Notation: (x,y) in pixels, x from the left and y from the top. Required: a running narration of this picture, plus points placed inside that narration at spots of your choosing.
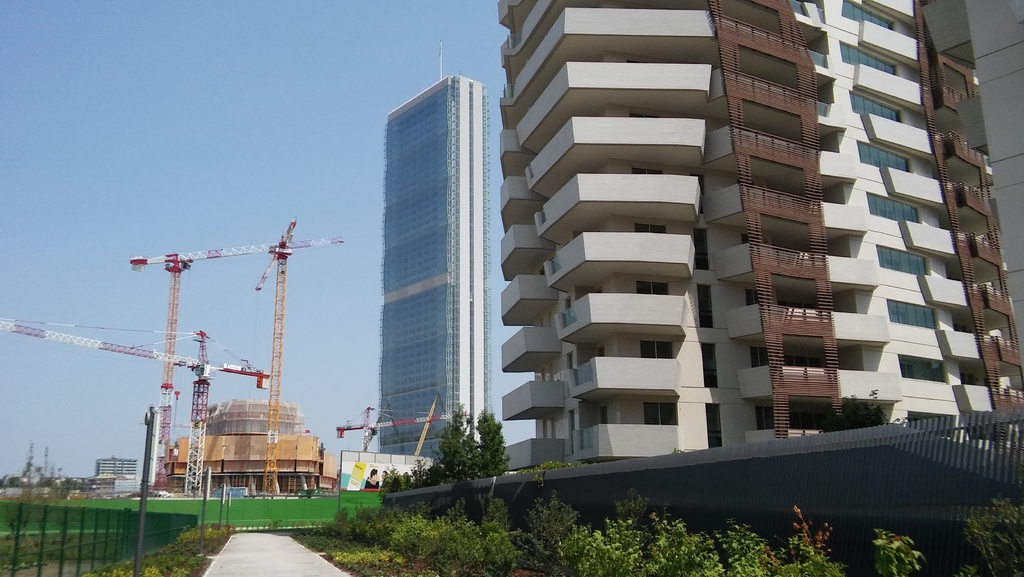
In the foreground (493,519) I can see grass (363,546), plants (481,525), trees (397,479), fence (161,522), light poles (201,530), towers (164,359), buildings (736,394) and metal rods (206,335). In the background (202,91) I can see the sky (302,157). This image is taken may be during a day.
